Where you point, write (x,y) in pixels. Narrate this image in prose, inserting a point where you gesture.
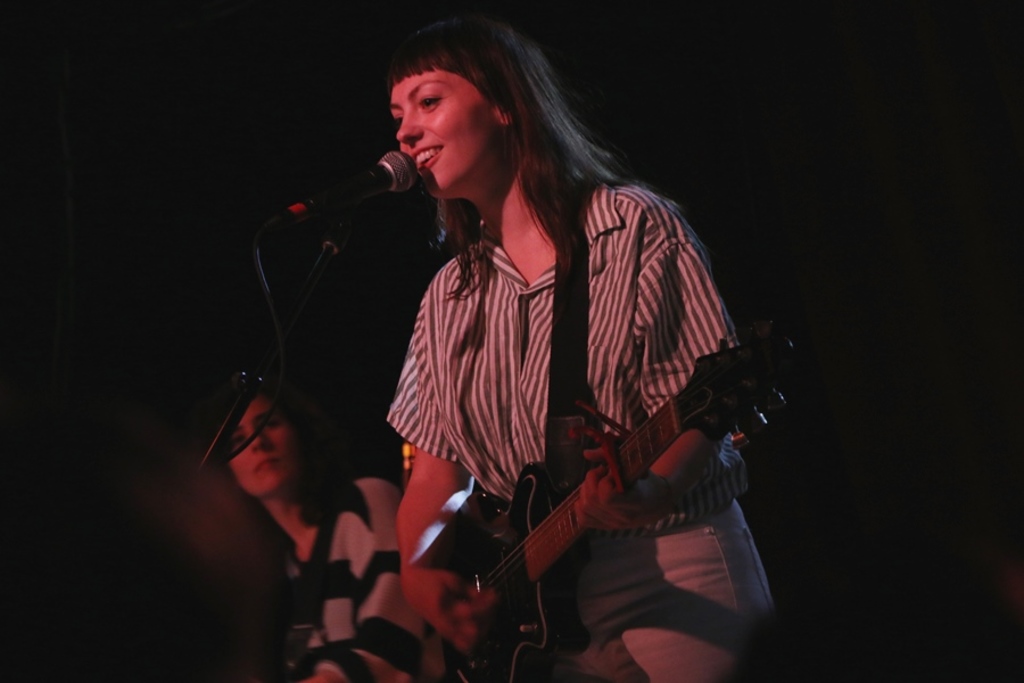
There is a woman (605,485) standing in the center (664,376) holding a guitar (504,659) in her hand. She is singing on a microphone (392,157). There is another woman (391,558) on the left side (299,400).
